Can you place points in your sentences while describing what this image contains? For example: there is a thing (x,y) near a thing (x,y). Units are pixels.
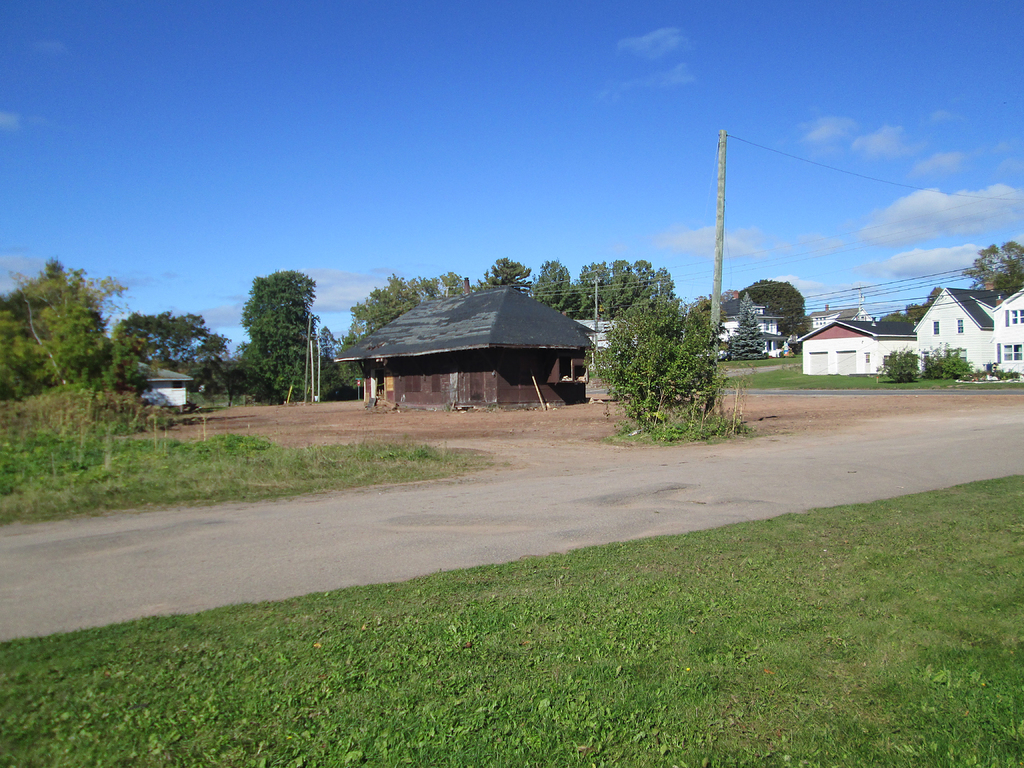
In this image I can see buildings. There are trees (27,303), plants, poles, cables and there is grass (24,416). In the background (683,201) there is sky (158,290).
